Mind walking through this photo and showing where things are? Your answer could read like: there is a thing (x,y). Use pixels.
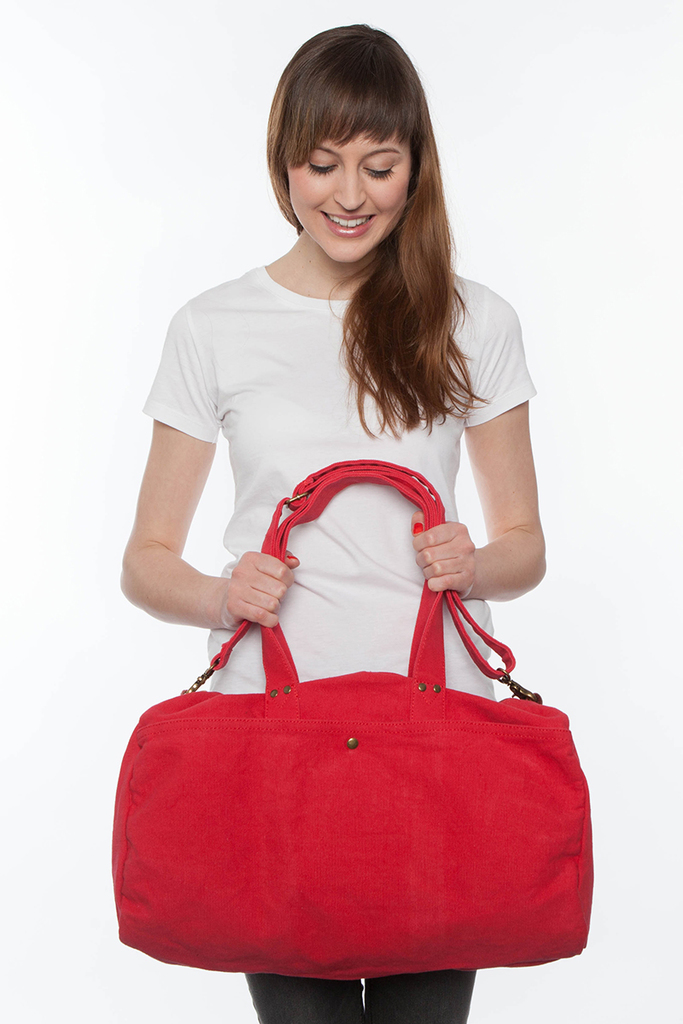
In this picture, there is a woman (309,312), wearing a white T-shirt (258,388), holding a red color bag (331,782) in her hands (277,620).
